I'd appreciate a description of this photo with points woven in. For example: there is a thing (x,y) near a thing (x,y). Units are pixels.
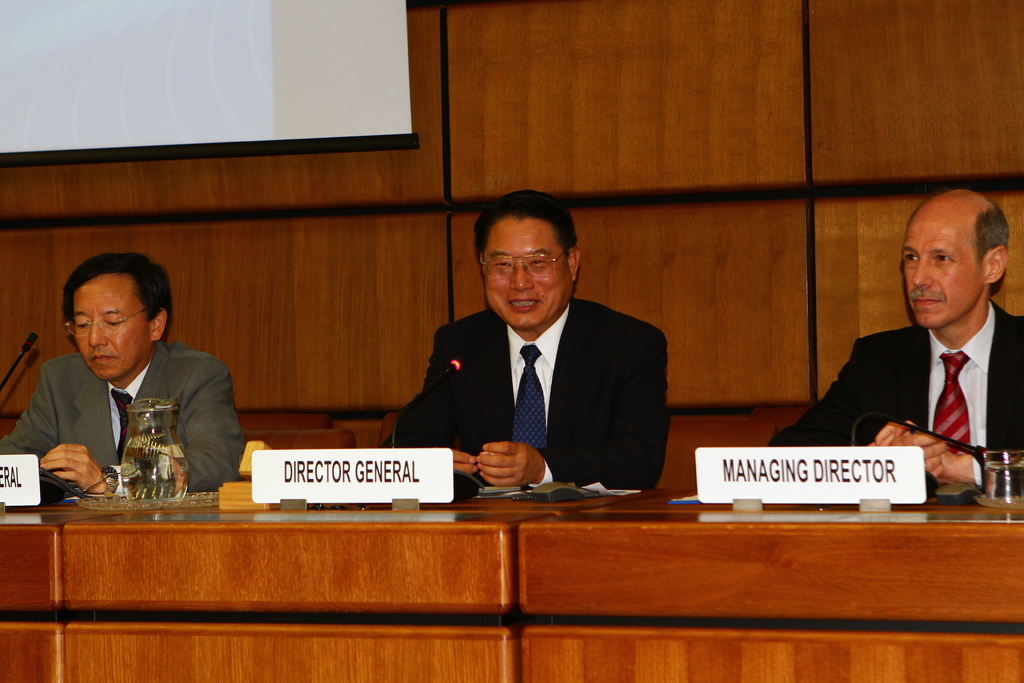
On the left side (164,308), there is a person (225,436) in a suit (225,436), sitting in front of the table (141,517) on which, there is a jug (168,444) which is filled with water (172,480), there are name boards (760,465) and other objects (1016,487). On the right side (979,218), there is a person (954,363) in a suit (875,364) sitting. In the middle (555,240), there is a person (552,209) in a suit (648,337), sitting and smiling. In the background (174,85), there is a white color screen (202,33) and there is wall (813,126).
